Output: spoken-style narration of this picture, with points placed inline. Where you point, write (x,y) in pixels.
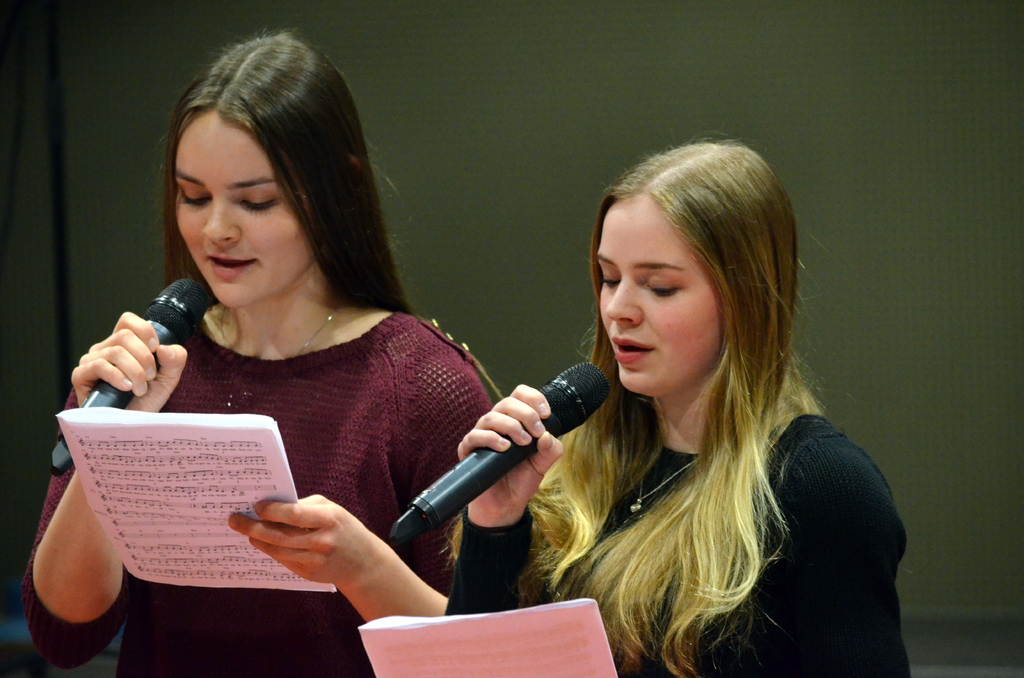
In this image there are two persons (335,310) wearing colorful clothes (385,530). These two persons (773,270) holding mic (200,306) and paper (506,632).
